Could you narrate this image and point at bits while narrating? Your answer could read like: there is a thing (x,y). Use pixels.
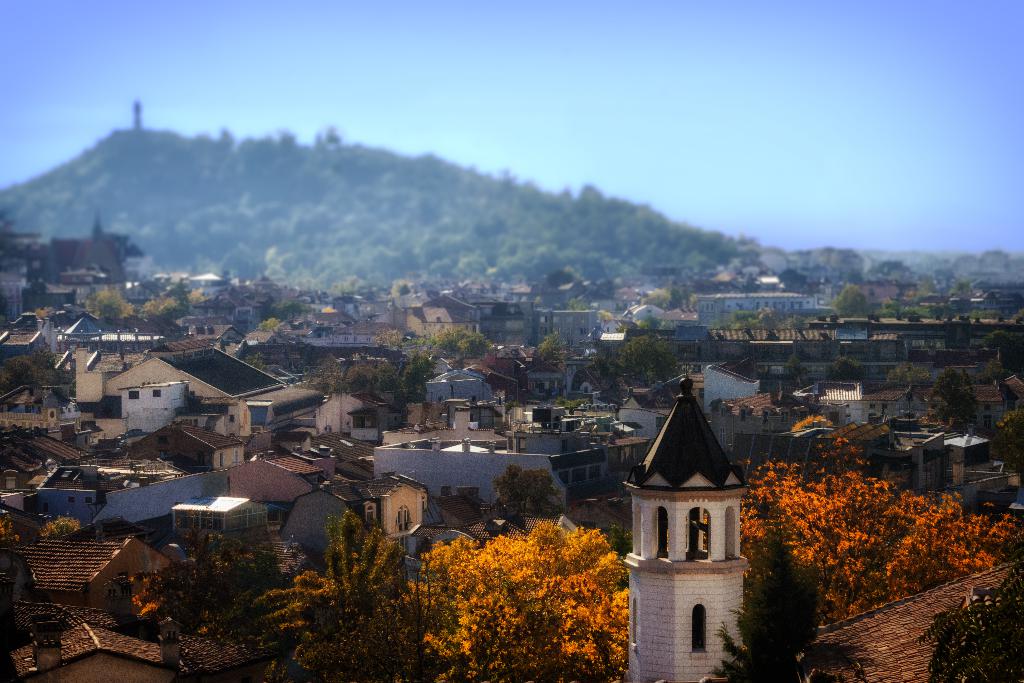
In this image there are some trees (527,546) and buildings (541,402) as we can see in the bottom of this image (541,464). There is a mountain (290,187) in the background (495,213). There is sky (691,132) on the top of this image (710,131).
